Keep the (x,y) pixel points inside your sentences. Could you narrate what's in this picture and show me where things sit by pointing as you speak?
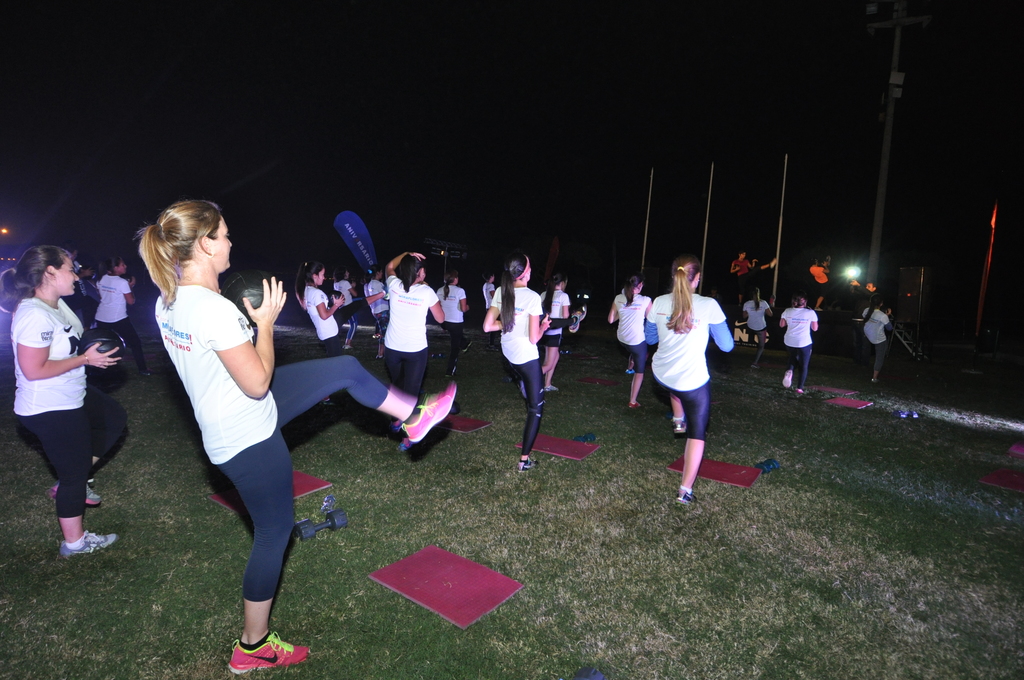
In this image there are group of people (695,441) doing exercise on the grass (714,444) in front of them there are some poles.
